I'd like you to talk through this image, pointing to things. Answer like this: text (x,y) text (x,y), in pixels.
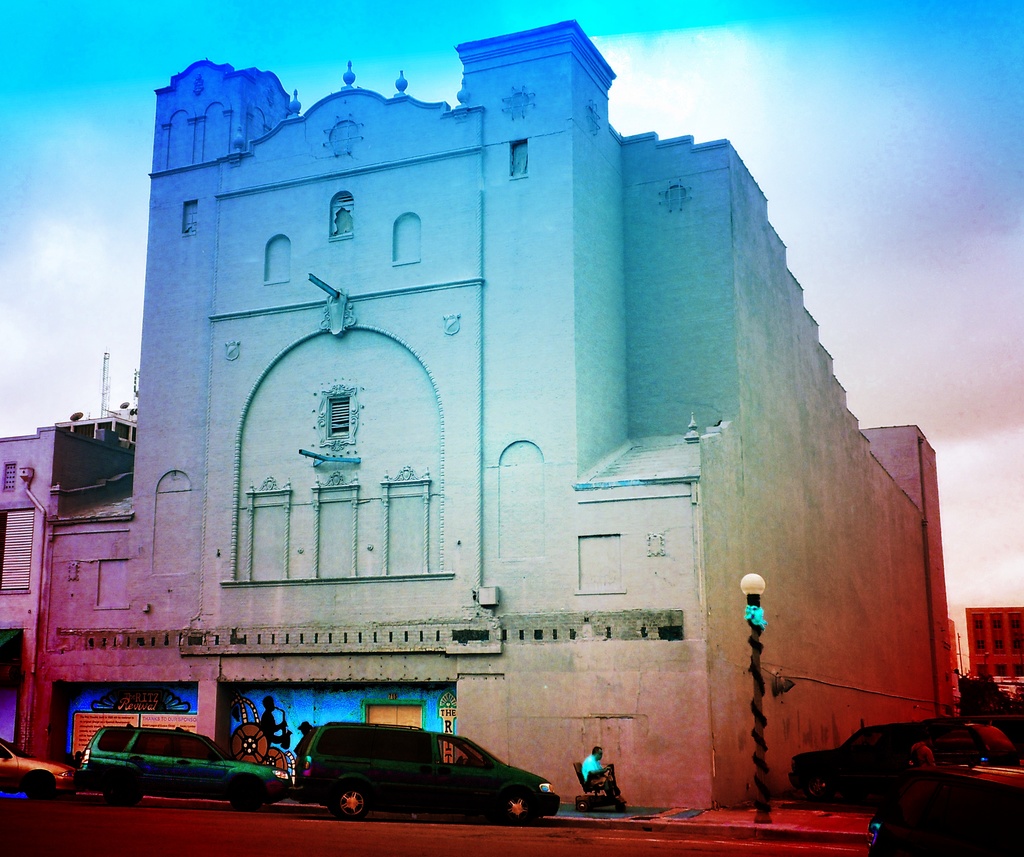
In this picture, there is a building (419,402) in the center (486,515). At the bottom left (189,736), there are vehicles (189,764) which are in different colors. In the center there is a man (606,772) sitting on the wheelchair (579,804). Before him, there is a pole (763,759) with light (752,594). In the background (807,189), there is a sky (53,38) with clouds (866,231).
